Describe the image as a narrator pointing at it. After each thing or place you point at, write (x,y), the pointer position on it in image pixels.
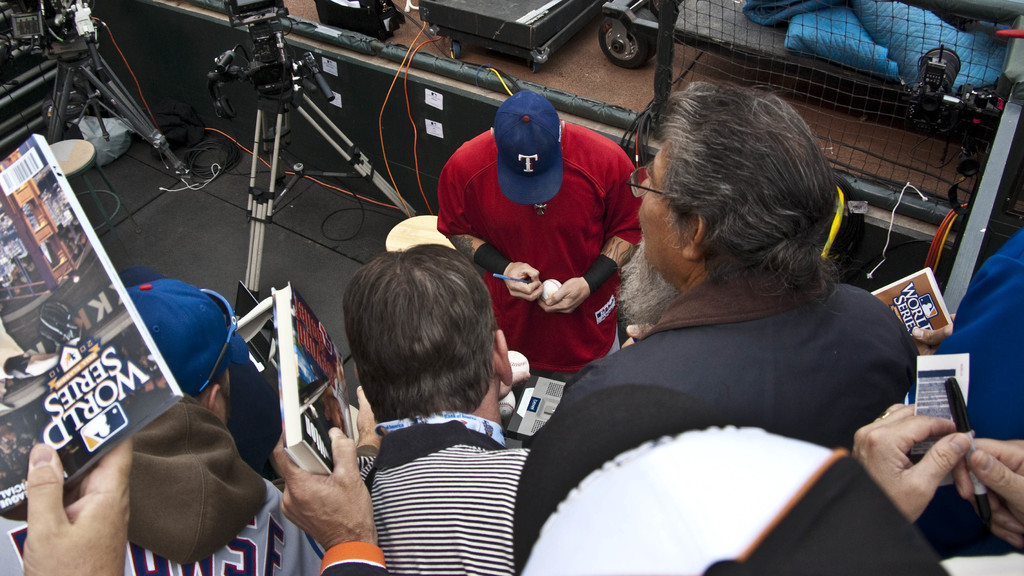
In this image I can see group of people (353,466) standing, the person (601,216) in front wearing red color shirt (526,237) holding a pen (528,282) and a ball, in front I can see few cameras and I can see a cloth (807,35) in blue color.
